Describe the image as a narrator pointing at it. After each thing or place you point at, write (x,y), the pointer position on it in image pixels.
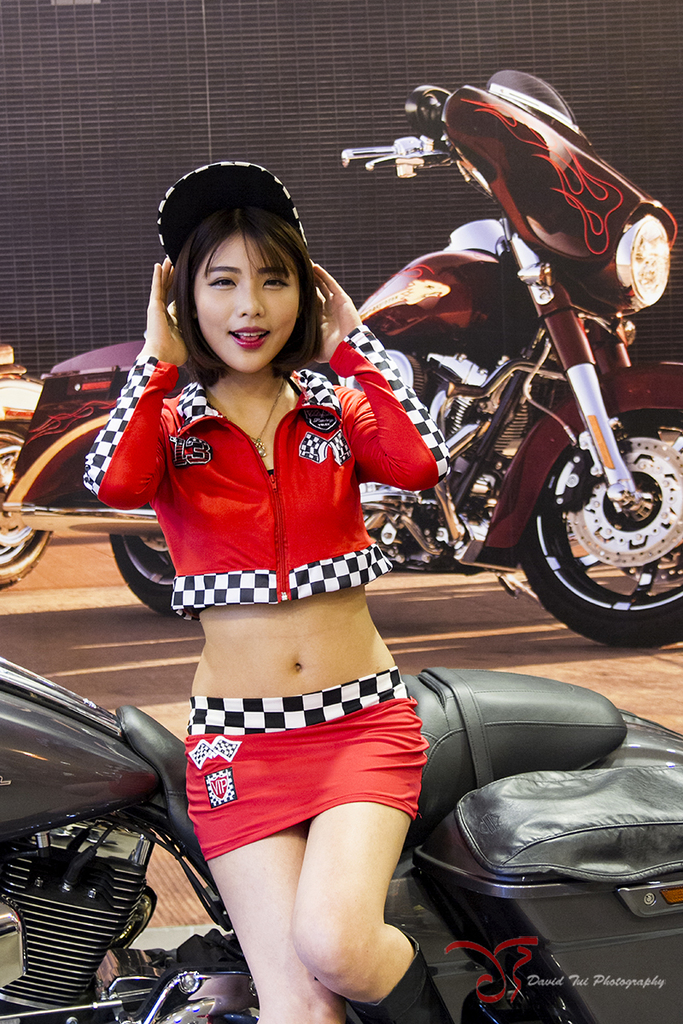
This picture is taken inside a hall (344,657). In the foreground of the picture (132,774) there is a black bike (511,833). In the center of the picture (385,461) there is a woman (234,268) in red dress (239,825) standing. In the background (570,258) there is a banner (334,133) of a bike (520,261) on it.
